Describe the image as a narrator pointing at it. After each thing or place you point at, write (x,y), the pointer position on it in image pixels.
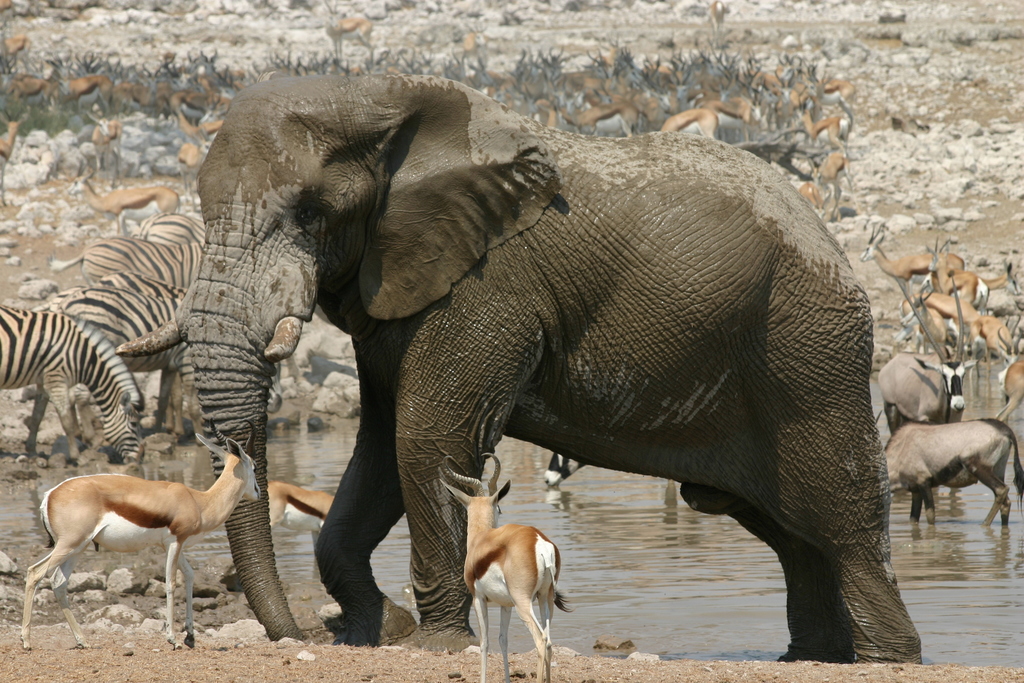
In this image we can see an elephant (471,294), few zebras (167,300), and few animals (897,432) on the water (727,558) and few other animals (790,101) on the ground (939,135).
